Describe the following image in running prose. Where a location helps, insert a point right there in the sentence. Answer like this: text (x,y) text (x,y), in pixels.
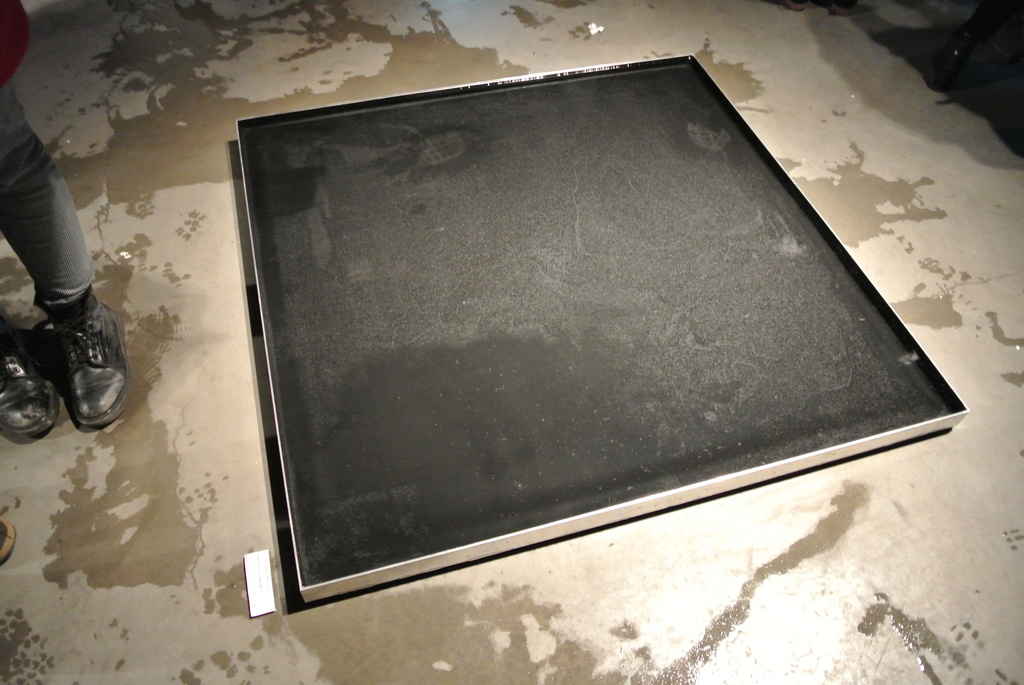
In the image on the floor (219,511) there is a big tray (602,341) which is in black color. On the left side of the image (39,151) there are legs (45,257) of a person (20,364) with shoes (34,374).
